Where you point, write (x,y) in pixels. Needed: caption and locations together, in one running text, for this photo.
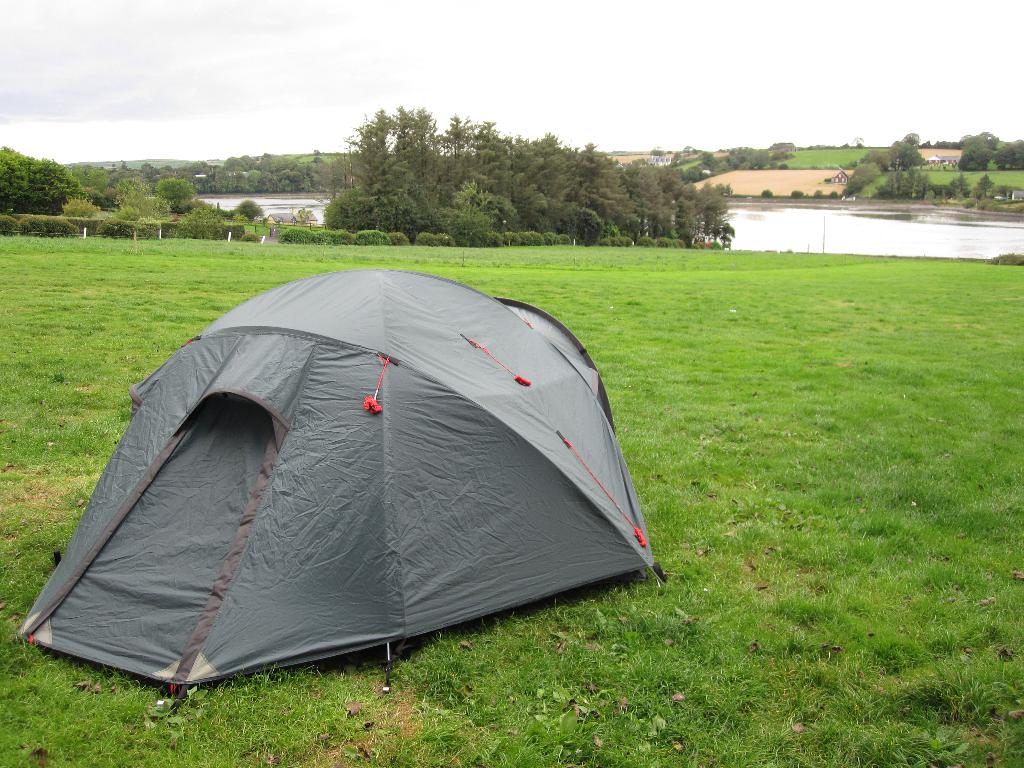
In this picture I can see a tent (411,465) and the grass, in the background (471,205) there are trees (552,188) and the water (849,225), at the top (774,6) I can see the sky (659,5).
